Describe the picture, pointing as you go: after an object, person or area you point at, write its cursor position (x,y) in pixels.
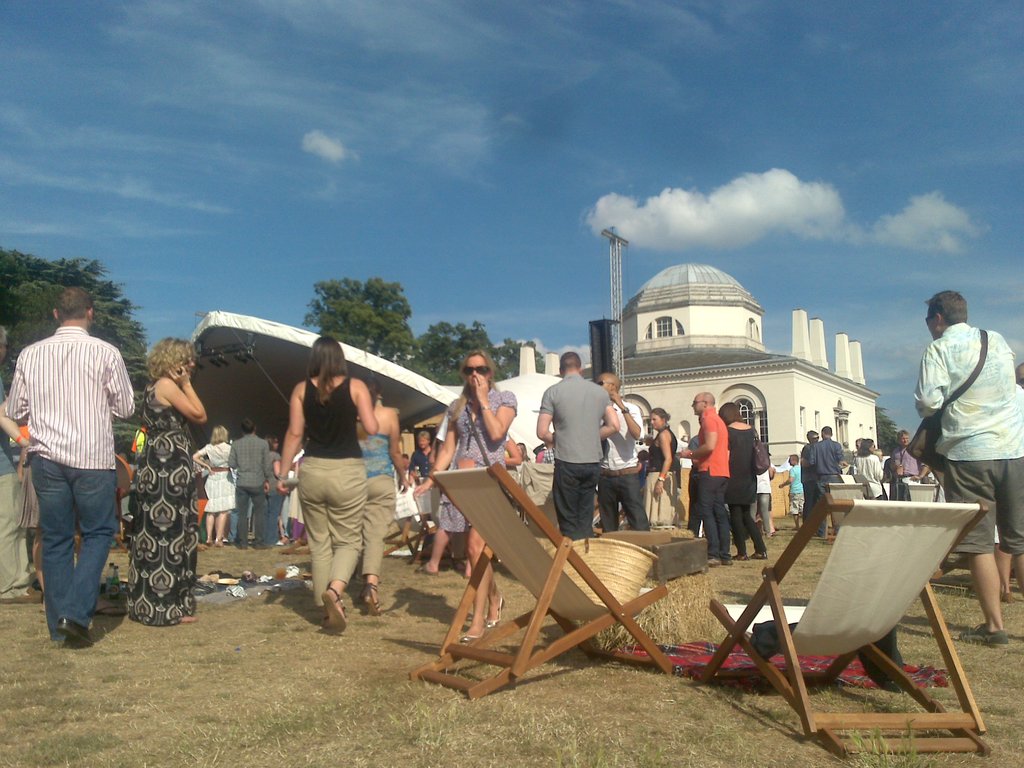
In this image, we can see persons (701,439) wearing clothes (952,442). There is a building (682,272) in the middle of the image (665,274). There are chairs (826,638) at the bottom of the image (820,612). There is a tree (35,265) on the left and in the middle of the image (451,352). There is a sky (466,309) at the top of the image (534,96).
